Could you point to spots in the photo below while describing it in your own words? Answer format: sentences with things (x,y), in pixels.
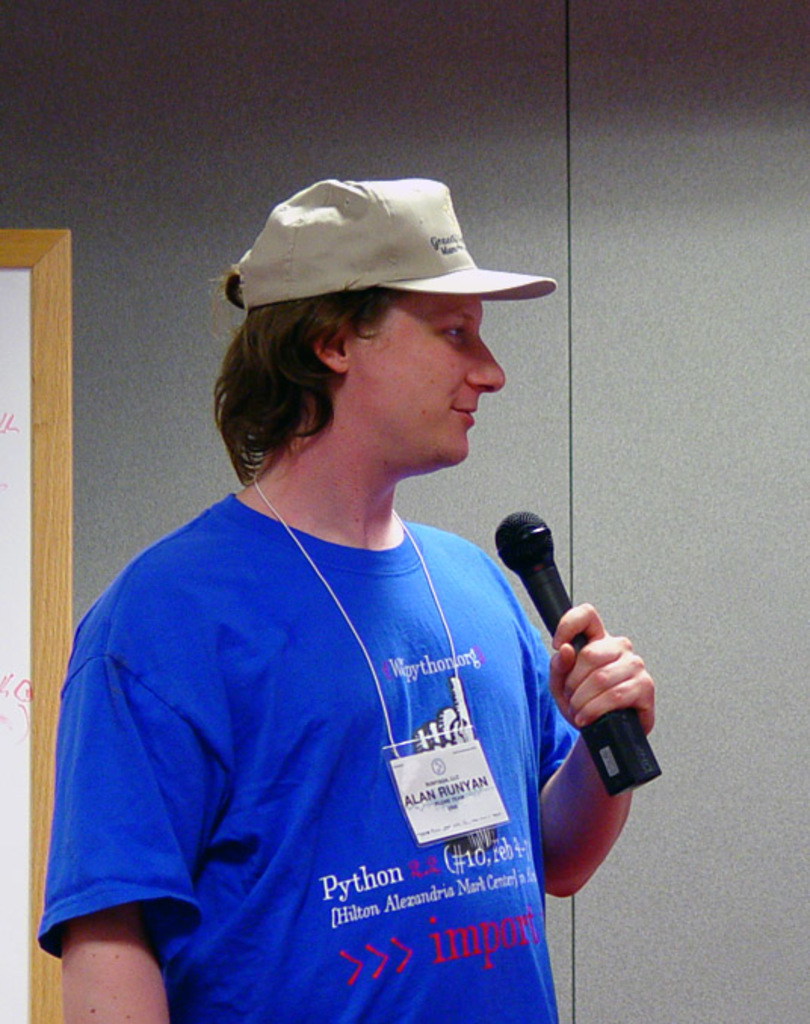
In this picture we can see a person (157,1003) who is holding a mike (601,753) with his hand (602,714). He wear a cap (409,218). On the background (675,518) there is a wall (670,494).
